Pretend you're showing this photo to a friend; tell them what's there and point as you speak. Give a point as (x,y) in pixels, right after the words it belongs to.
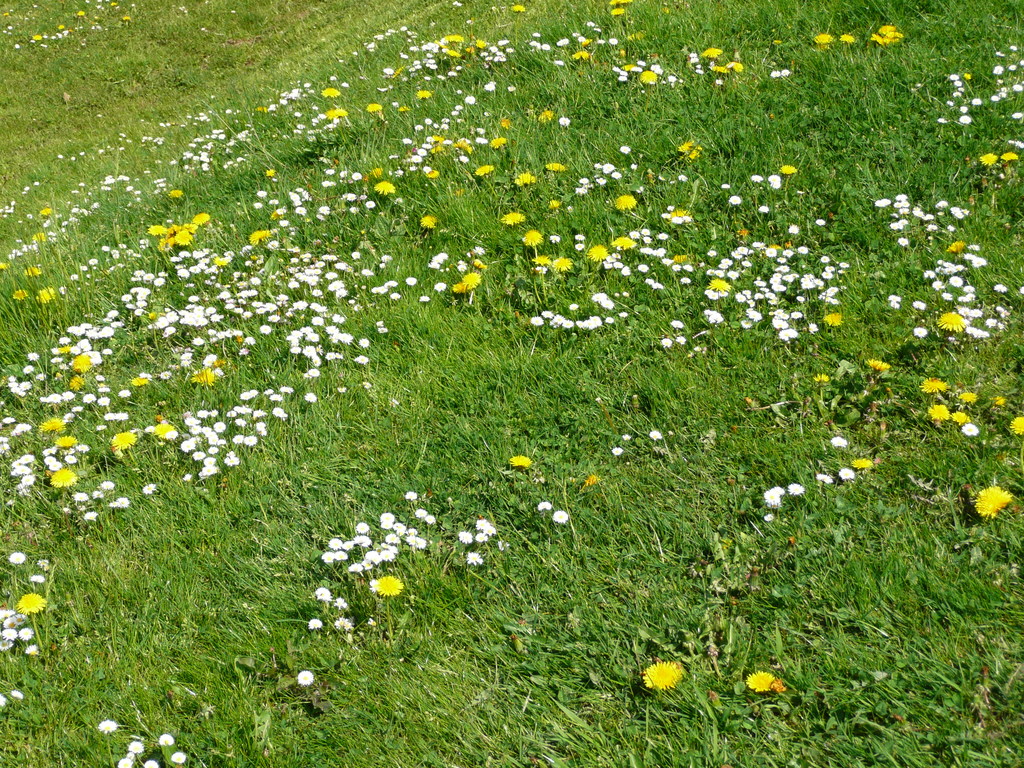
In this picture we can see grass (447,329) and flowers (570,319).
